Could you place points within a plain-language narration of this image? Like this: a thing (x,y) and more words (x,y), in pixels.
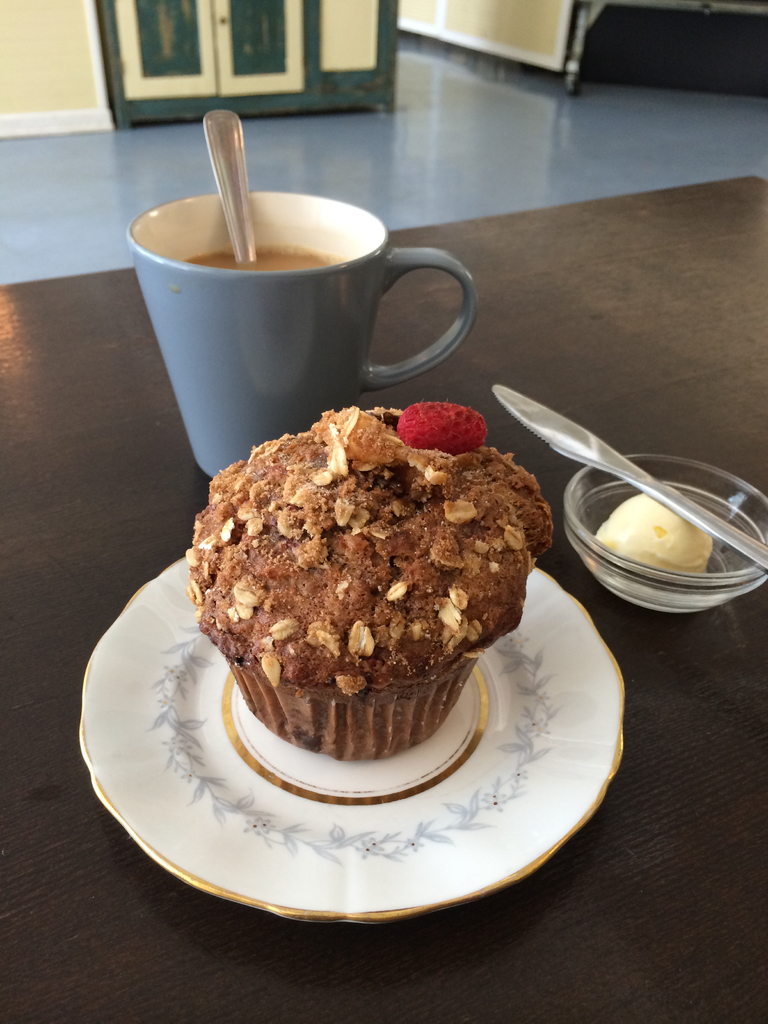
At the bottom of the image (71,999) there is a wooden table (359,958). In the middle of the image (490,547) there is a white plate (183,698) with muffin (362,638) on it. Beside the plate (597,649) there is a bowl (587,527) with cream (629,508) and knife (761,558) on it. Behind the plate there is a grey color cup (322,370) with spoon (239,254) and liquid (302,254) in it. In the background (249,118) there is a grey floor (644,99) and there is a wall (46,28) with door (256,56).
